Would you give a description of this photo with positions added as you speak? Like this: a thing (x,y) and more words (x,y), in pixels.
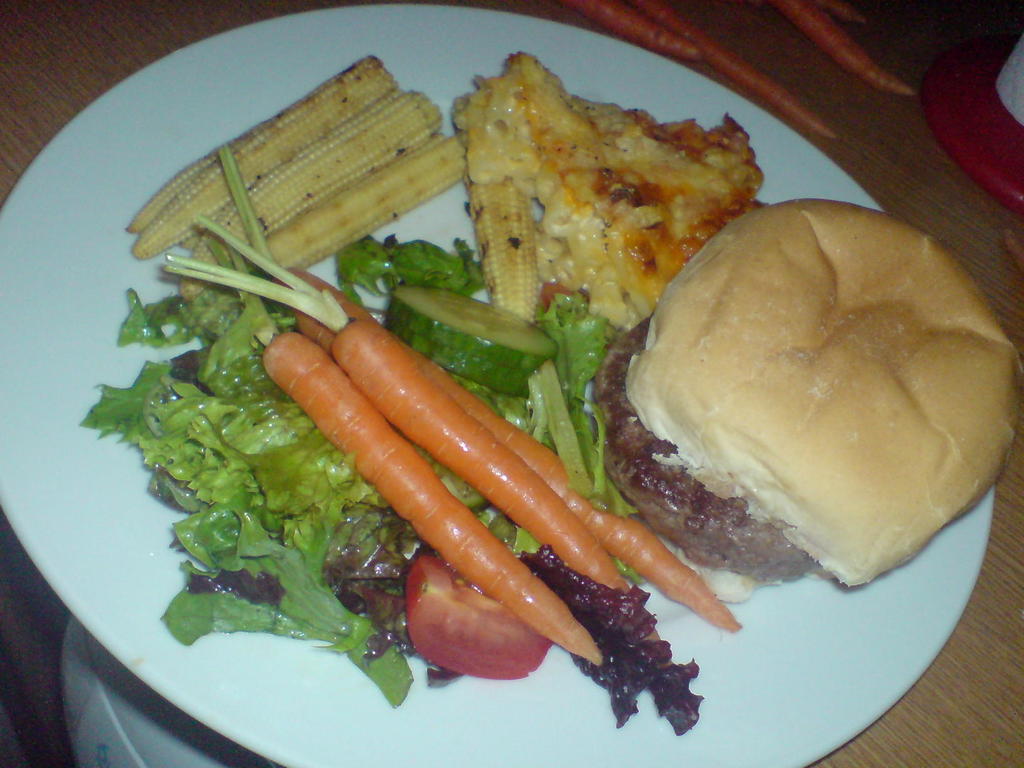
In this picture we can see food (513,479) in a plate (842,625) and this plate (830,638) is on a wooden platform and in the background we can see carrots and an object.
